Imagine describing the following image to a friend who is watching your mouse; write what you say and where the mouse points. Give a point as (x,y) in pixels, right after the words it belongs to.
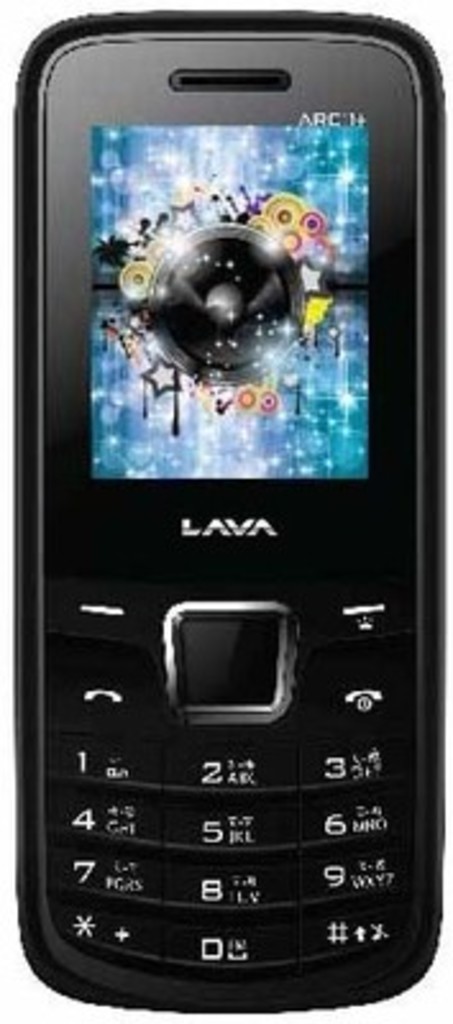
In this image there is a mobile (278,244).
